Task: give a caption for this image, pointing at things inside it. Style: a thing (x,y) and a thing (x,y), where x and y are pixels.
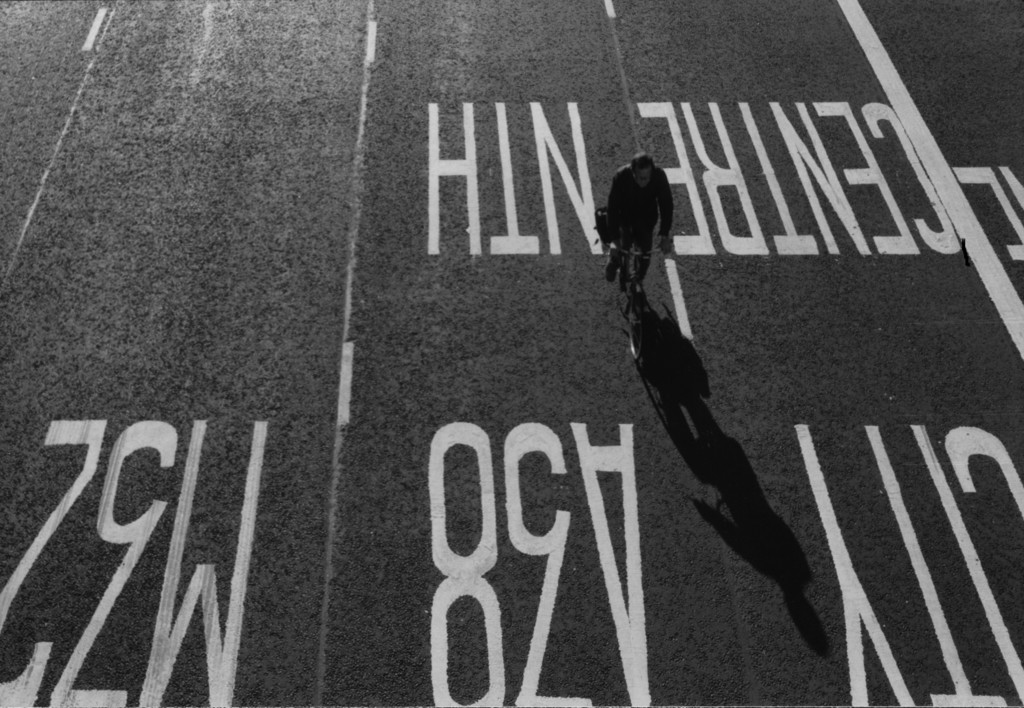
There is a person (635,201) riding a bicycle (638,286) on the road (643,324) and there is something written in white color on it.
